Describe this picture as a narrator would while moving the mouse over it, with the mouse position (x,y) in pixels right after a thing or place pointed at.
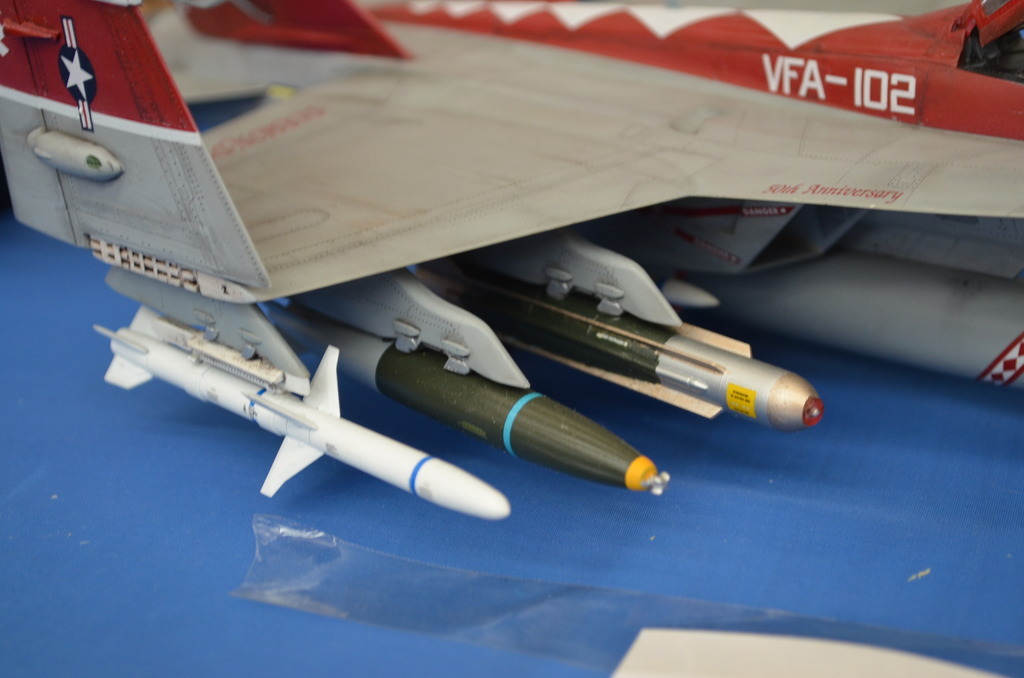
In this image, we can see part of a toy jet (427,211). There is a plastic (432,579) at the bottom of the image (412,605).
